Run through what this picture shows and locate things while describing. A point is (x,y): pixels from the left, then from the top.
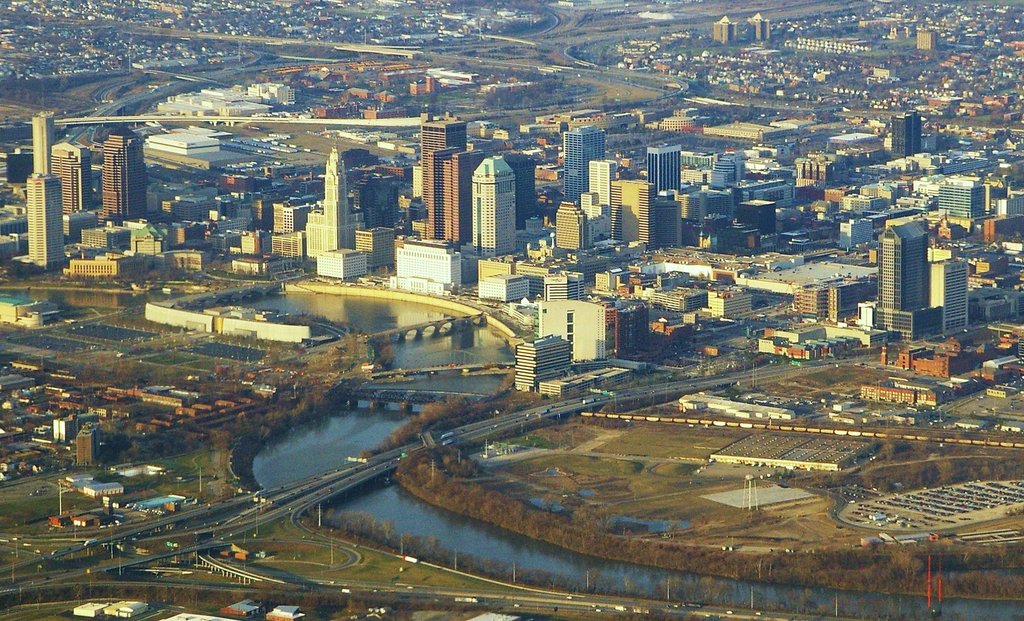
In this image there are some buildings (615,223) in middle of this image (565,227) and there is a river (399,319) at bottom of this image (408,496) and there is a bridge (467,324) in middle of this image (570,404) and there are some buildings (944,64) at top of this image (698,64).
